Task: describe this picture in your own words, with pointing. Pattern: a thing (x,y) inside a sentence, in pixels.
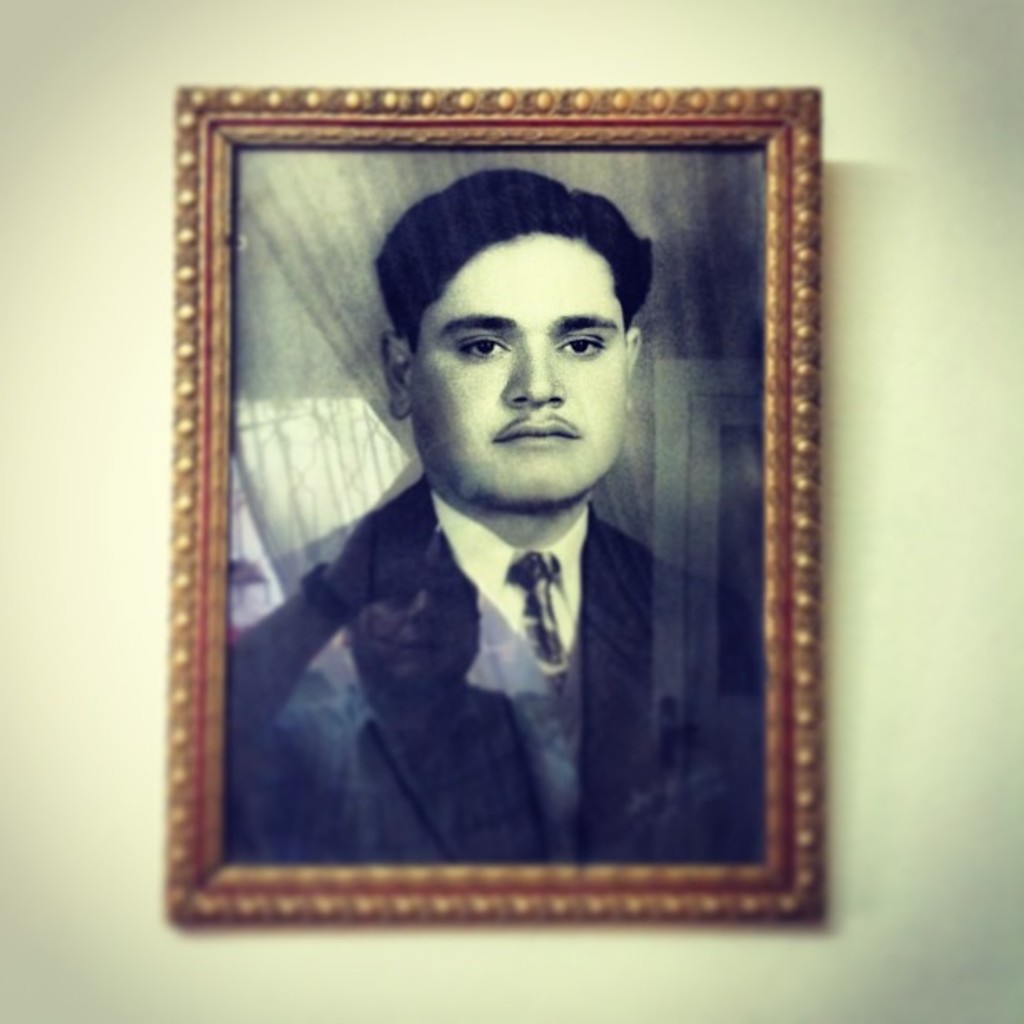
In this image we can see a photo frame (568,507). In the image there is a person (508,579). In the background of the image (113,764) there is a white background (953,136).
